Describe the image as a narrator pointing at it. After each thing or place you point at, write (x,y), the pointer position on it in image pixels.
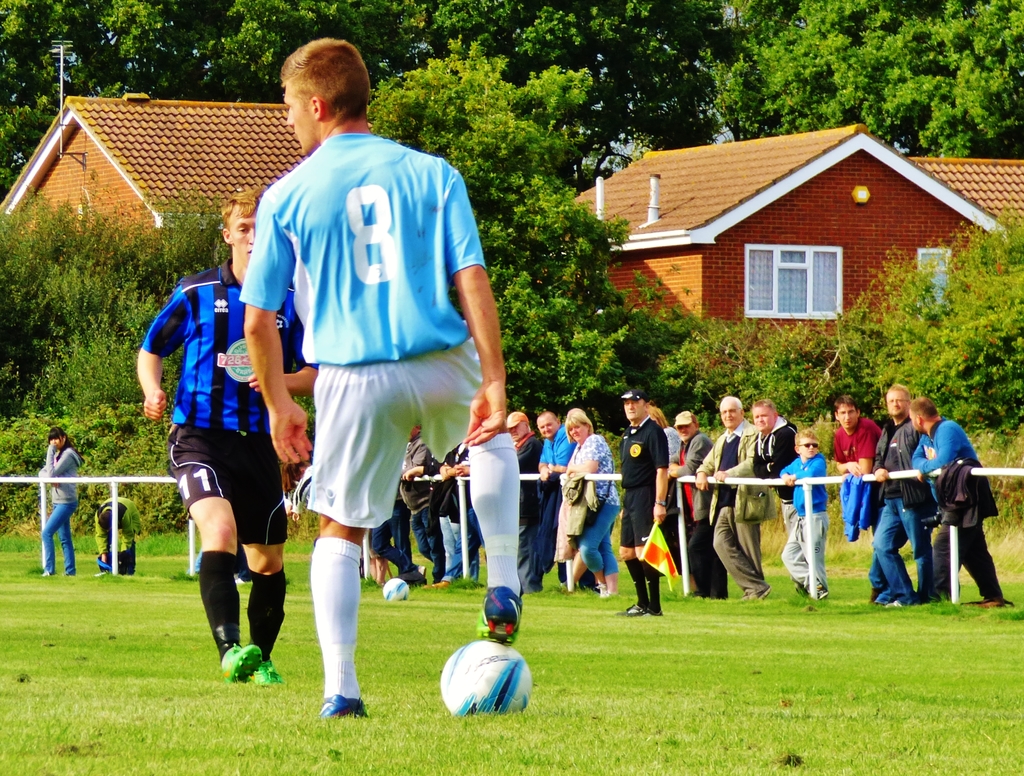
In front of the image there are two people (319,528). Behind them there are a few people (433,534) standing by holding the metal fence (806,493). At the bottom of the image (280,753) there is grass (629,643) on the surface (536,662). There are balls (482,673). In the background of the image (65,288) there are trees (80,39), plants (109,392), buildings (910,202), poles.
